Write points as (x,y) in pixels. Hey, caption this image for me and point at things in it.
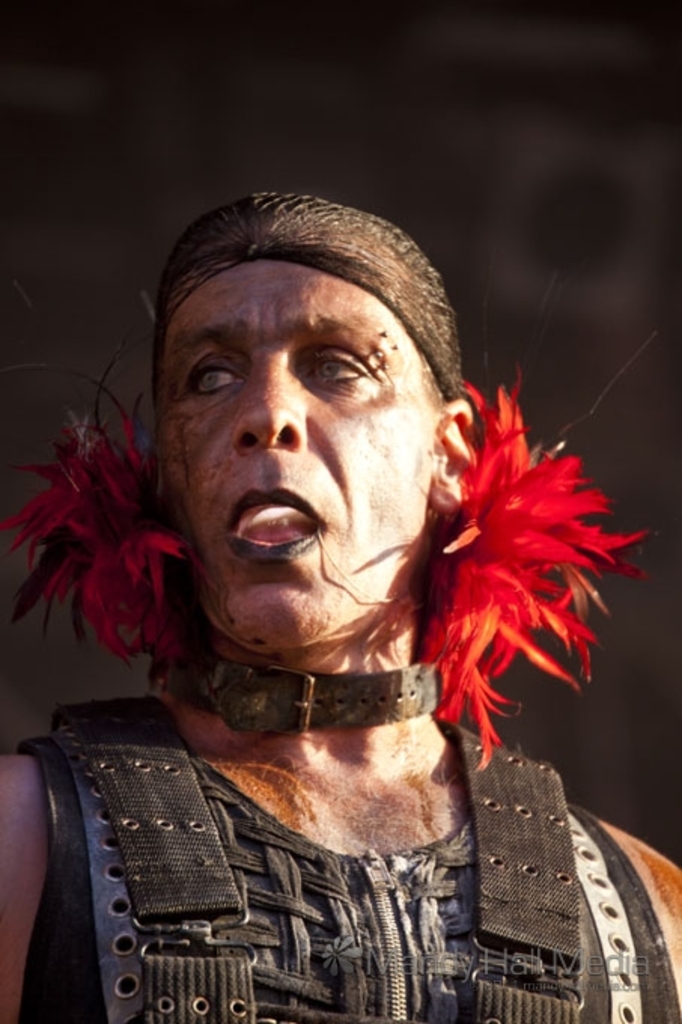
In this picture I can observe a person (361,385). This person (252,720) is wearing black color dress (200,860). There is a belt (191,691) around this person's neck (259,677). I can observe a cap (286,215) on this person's head (218,258). The background (560,367) is completely blurred.
